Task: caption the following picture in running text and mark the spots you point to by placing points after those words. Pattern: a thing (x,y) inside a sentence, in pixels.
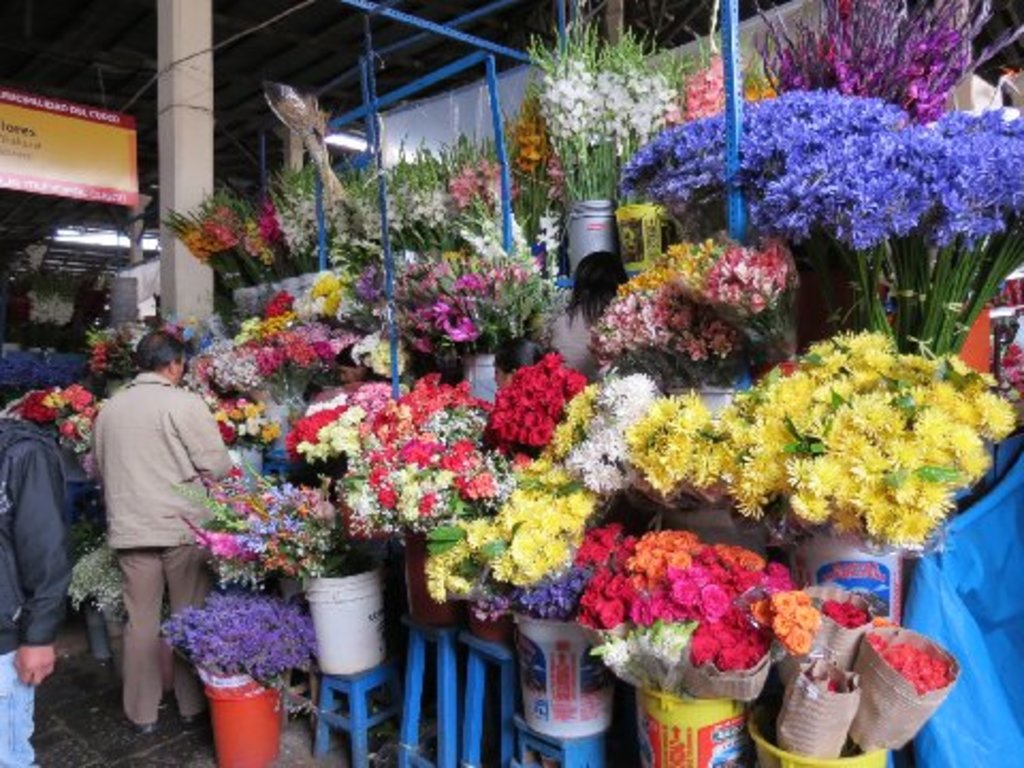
In this image we can see group of flowers (675,538) placed in different containers (582,669) on the benches (507,711). In the background (189,182), we can see a group of people (190,494) standing on the floor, poles (177,167), and a sign board (15,151).
